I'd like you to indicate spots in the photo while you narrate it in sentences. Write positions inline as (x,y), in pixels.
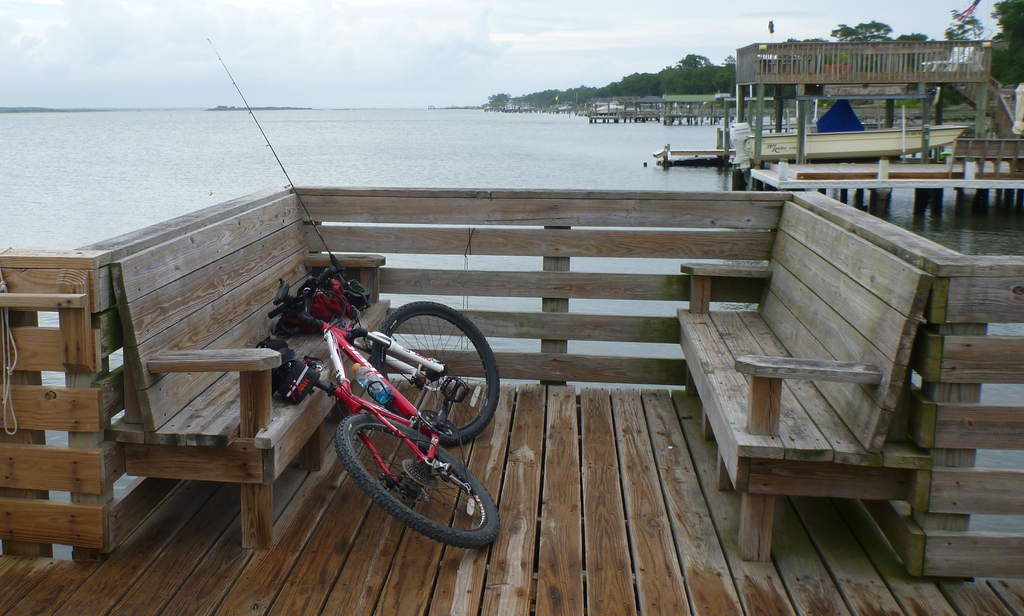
This is the picture of a sea view point (556,286) where we have a wooden chair like thing (253,364) and a bicycle (404,380).
